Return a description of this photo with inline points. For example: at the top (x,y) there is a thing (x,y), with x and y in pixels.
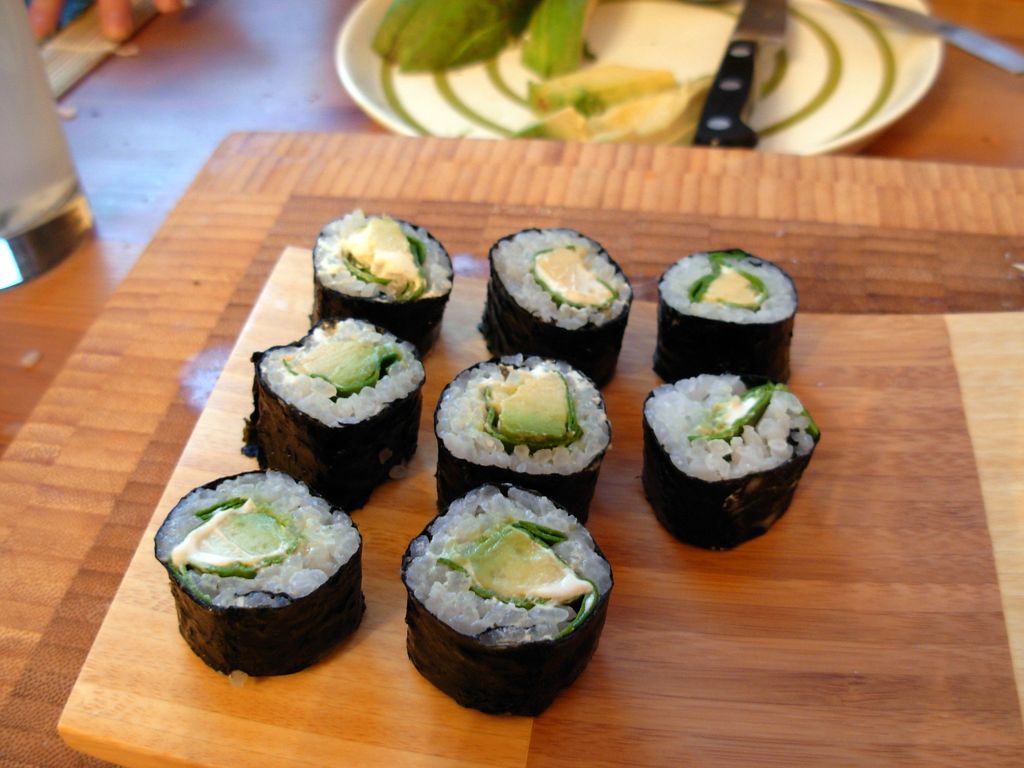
Here we can see food items (464,492) on a platform (632,642) on a table (6,415) and we can also see glass (40,160) on the left (34,148) side, food items (546,50) and knives (729,73) on a plate (768,71) and other objects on a table (160,114).
